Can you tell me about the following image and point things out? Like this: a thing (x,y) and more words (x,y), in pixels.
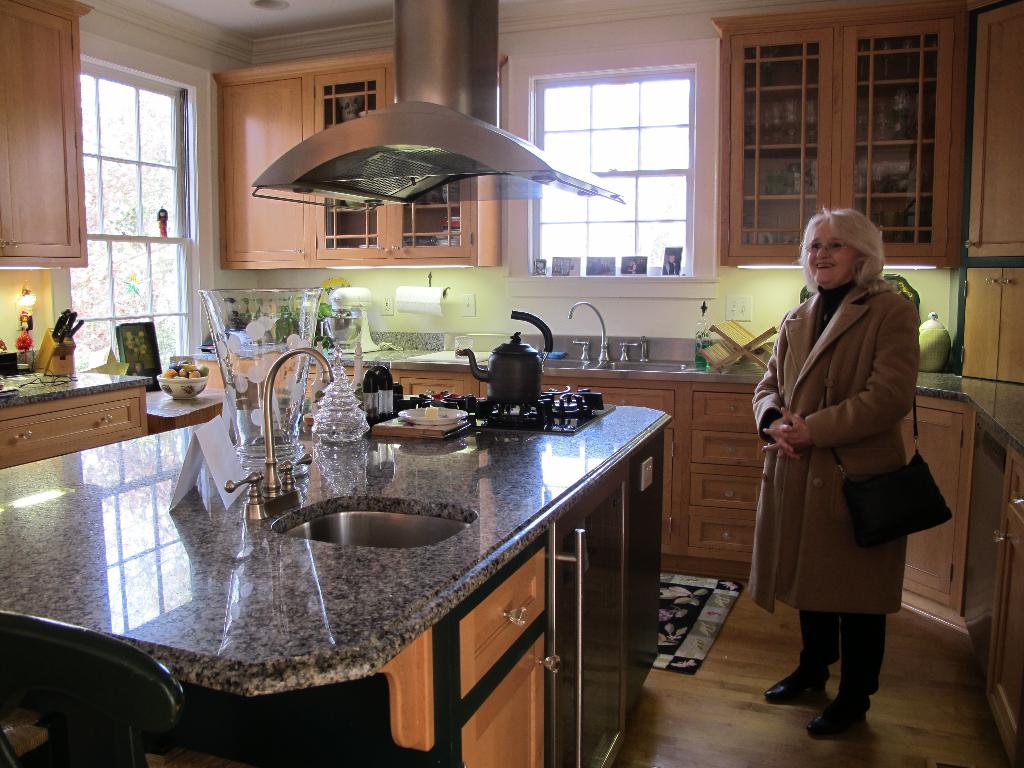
In this picture I can see a woman (768,388) standing she wore a handbag (874,542) and I can see couple of wash basins (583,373) and I can see a glass jar (259,422) and knives (59,329) in the knife stand (51,369) and a bowl (183,388) with some fruits (189,372) and I can see cupboards (56,143) and a paper roll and a carpet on the floor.
